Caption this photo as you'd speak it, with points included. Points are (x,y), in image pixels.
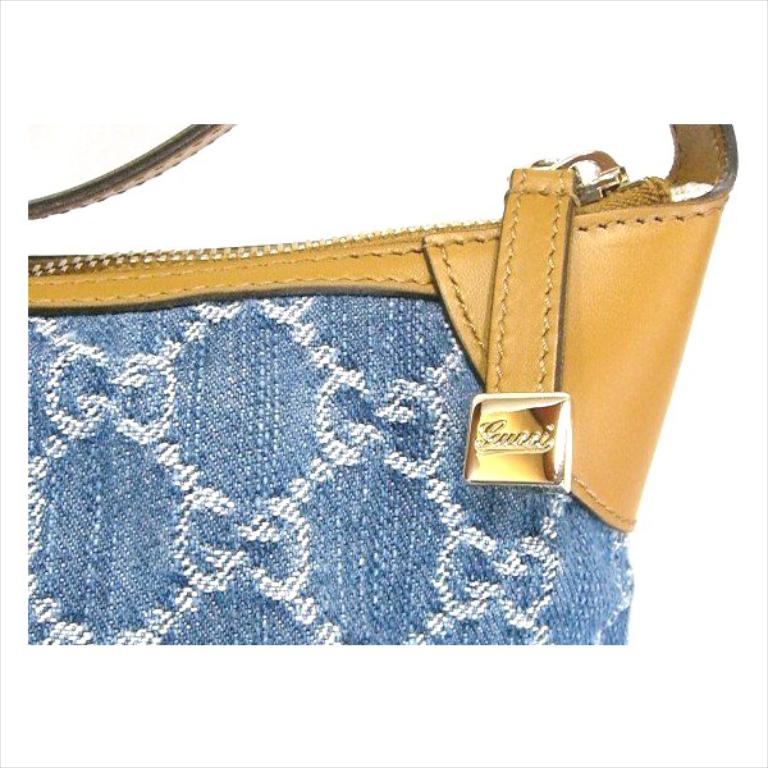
In this picture we can see a blue color bag (316,437), on the right side (565,314) we can see a strap (558,349).
